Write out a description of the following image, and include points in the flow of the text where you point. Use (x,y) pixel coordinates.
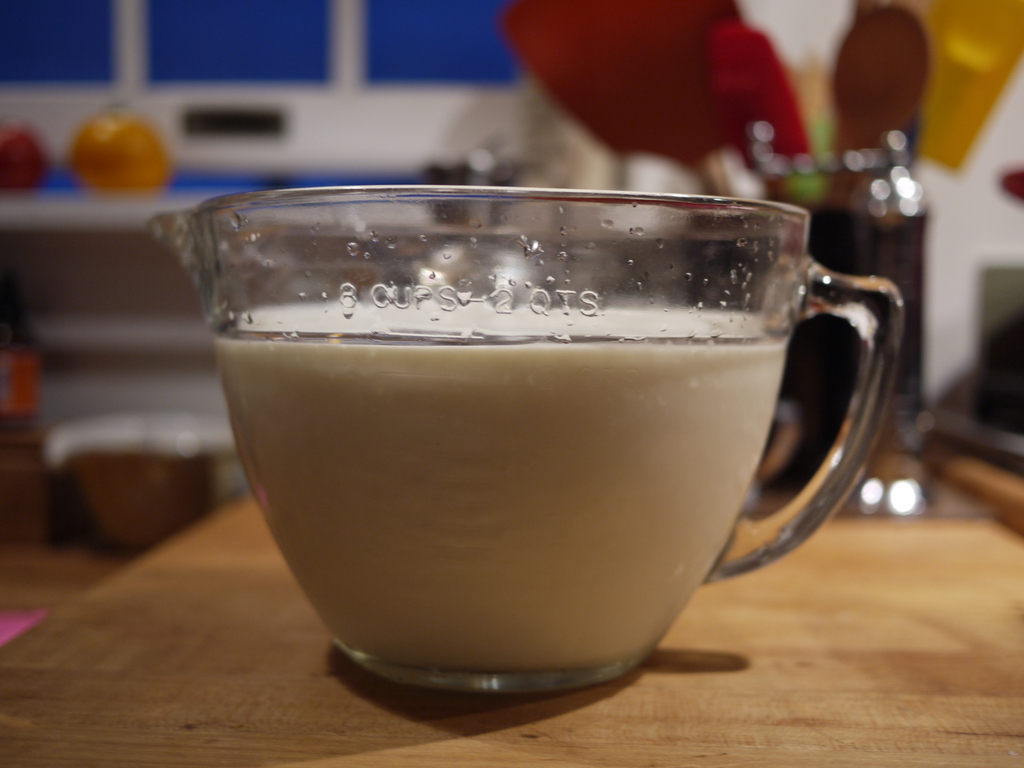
In this image I can see the cream and brown colored surface (682,668) and on it I can see a glass cup (612,306) with liquid (546,415) in it. I can see the blurry background (572,20) in which I can see few colorful objects (721,48).
